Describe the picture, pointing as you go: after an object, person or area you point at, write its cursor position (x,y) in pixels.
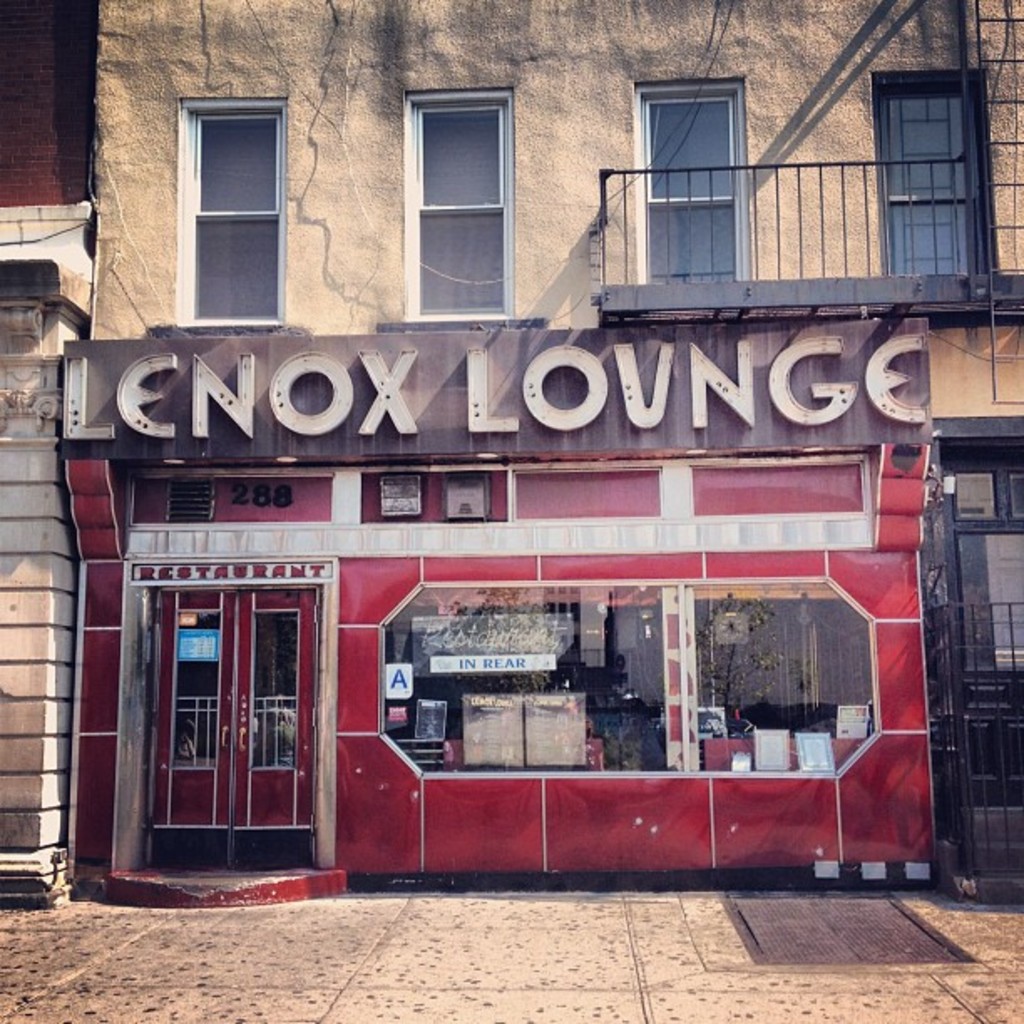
In the picture we can see a building (527,785) with a shop (844,847), to it we can see doors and a glass window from it, we can see some things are placed in the shop (876,834) and the top of the shop (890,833) we can see a name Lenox lounge and top of it we can see some windows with glasses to it and railing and near the building (853,841) we can see a path (709,1011) with tiles (849,988).
